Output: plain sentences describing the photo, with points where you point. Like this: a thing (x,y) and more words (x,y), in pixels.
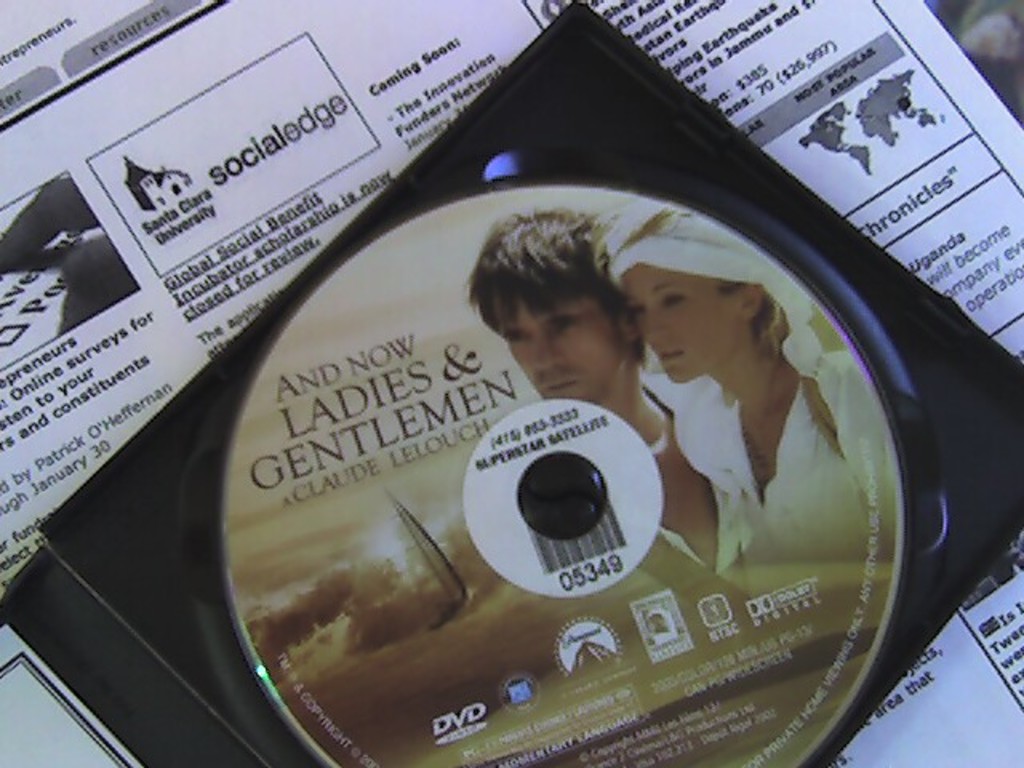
In this image there is a CD (516,354) on the paper (215,181).
